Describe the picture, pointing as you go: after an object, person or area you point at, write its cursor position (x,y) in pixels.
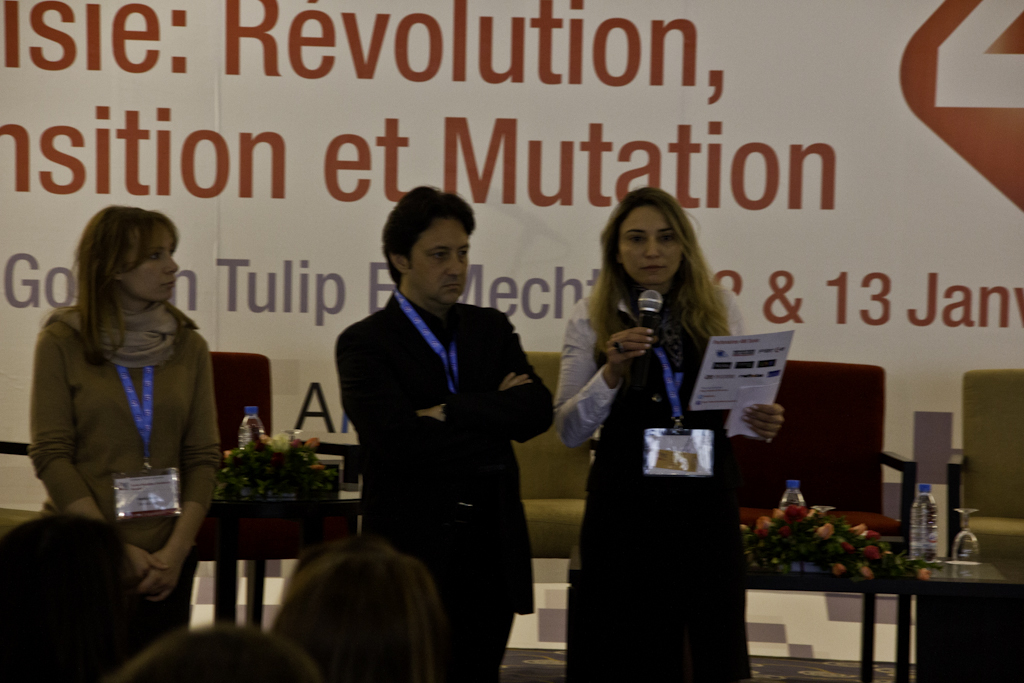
In this image we can see three people (429,377) standing. The lady (600,498) standing on the right (700,389) is holding a paper (714,393) and a mic (646,316) in her hands (649,334). At the bottom (339,645) there are people (356,609). In the background (822,604) there is a banner (428,104). There are chairs (1005,481) and we can see flower bouquets (842,565), bottles (930,510) and a glass (967,551) placed on the tables (965,577).
